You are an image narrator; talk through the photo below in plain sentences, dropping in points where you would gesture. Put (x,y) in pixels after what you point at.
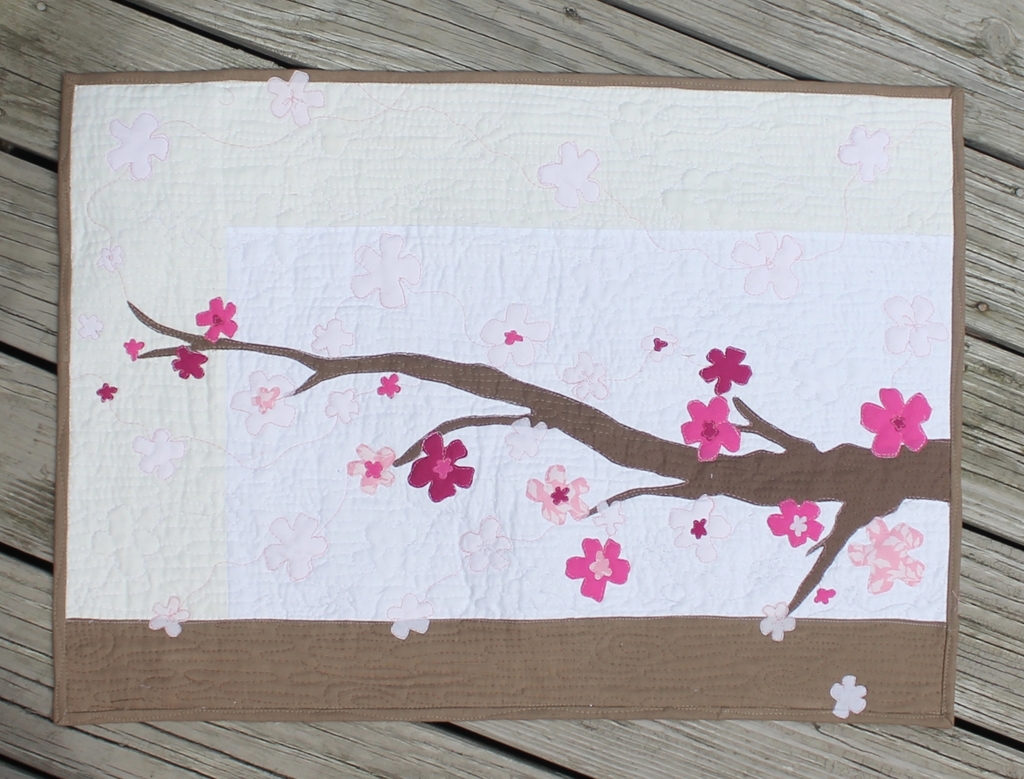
In this image, I can see a floor mat (606,405) on a wooden object (864,46).
